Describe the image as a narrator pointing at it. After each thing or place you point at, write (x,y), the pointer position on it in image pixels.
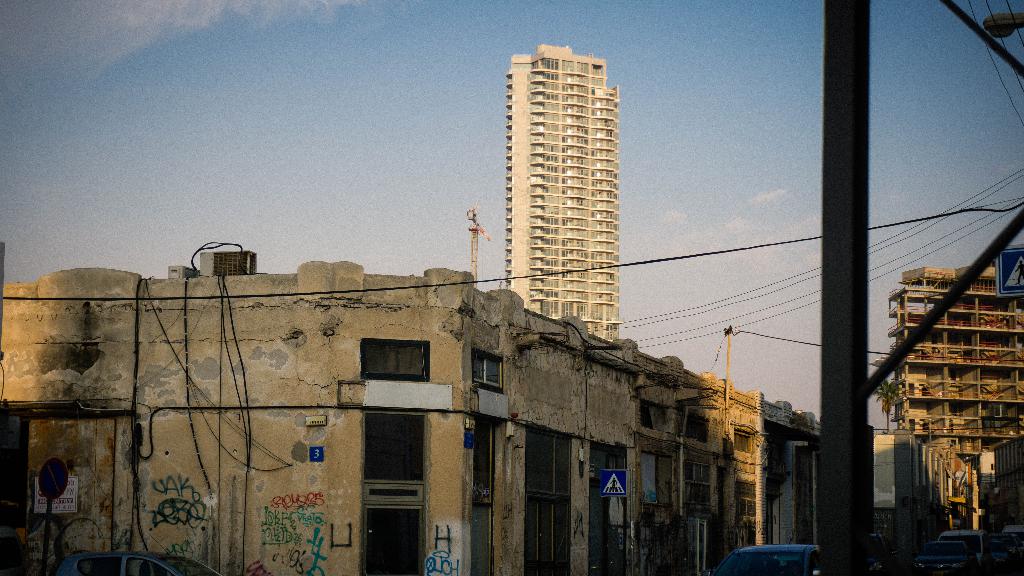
In this image I can see number of buildings (527,359), few poles (847,397), number of wires (1013,102), few sign boards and on the bottom right side of this image (736,559) I can see number of vehicles (1013,531). I can see a tree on the right side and in the background (623,232) I can see clouds (281,1) and the sky (306,175). In the front (195,478) I can see something is written on the wall (316,500).
